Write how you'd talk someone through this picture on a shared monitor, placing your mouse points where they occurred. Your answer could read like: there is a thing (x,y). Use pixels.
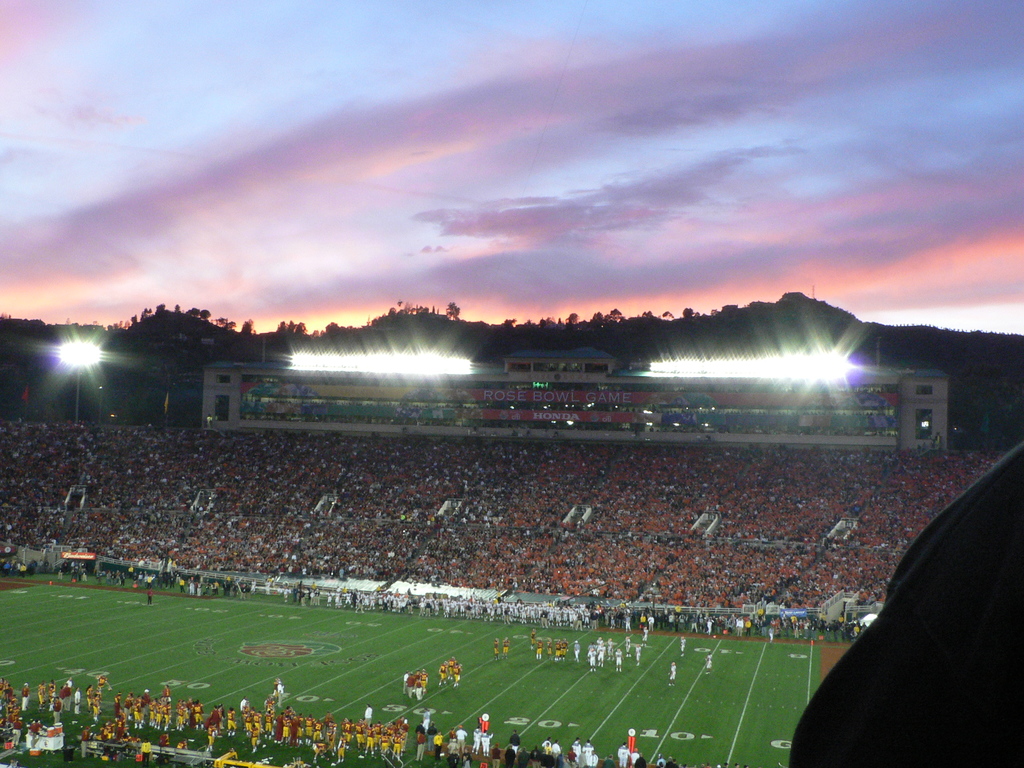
In this image I can see the ground (533,692), number of persons (136,719) standing on the ground (350,712) and number of persons (479,481) in the stadium (356,520). In the background (93,373) I can see few lights (331,358), few trees (513,343), few mountains (534,328) and the sky (531,197).
